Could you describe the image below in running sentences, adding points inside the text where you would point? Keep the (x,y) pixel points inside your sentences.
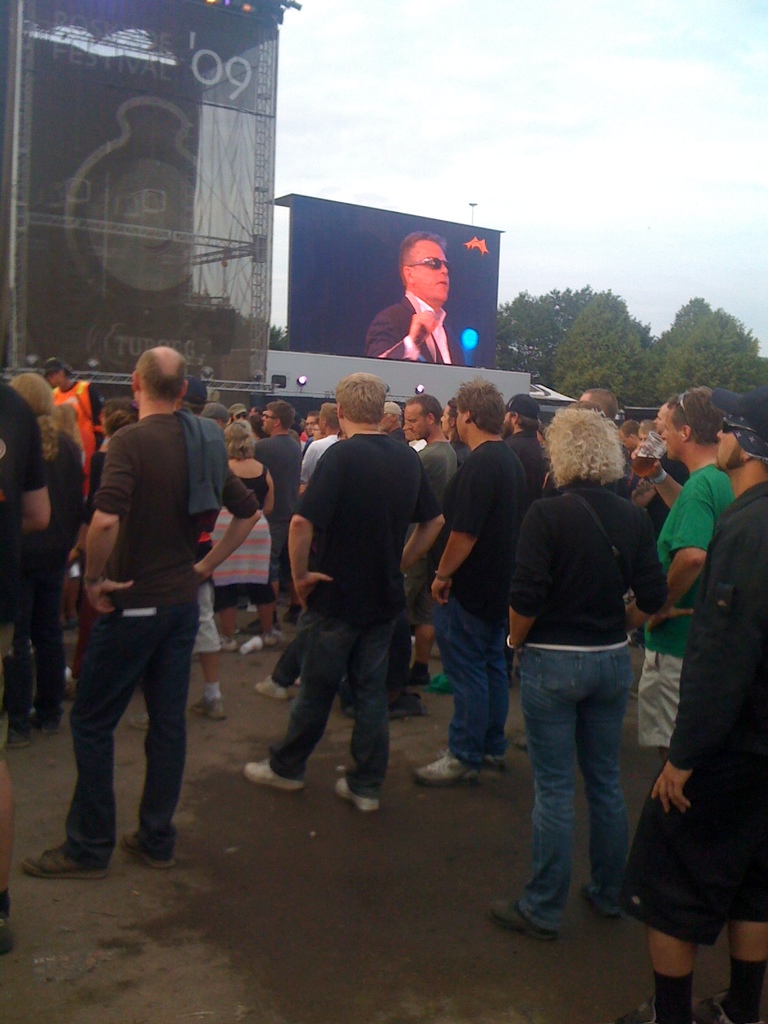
This picture shows so many people (272,426) standing and we see a hoarding (350,222) and we see a man (694,394) holding a glass (657,444) in his hand (660,470) and drinking and we see a blue cloudy sky (591,170) and trees (525,338).
